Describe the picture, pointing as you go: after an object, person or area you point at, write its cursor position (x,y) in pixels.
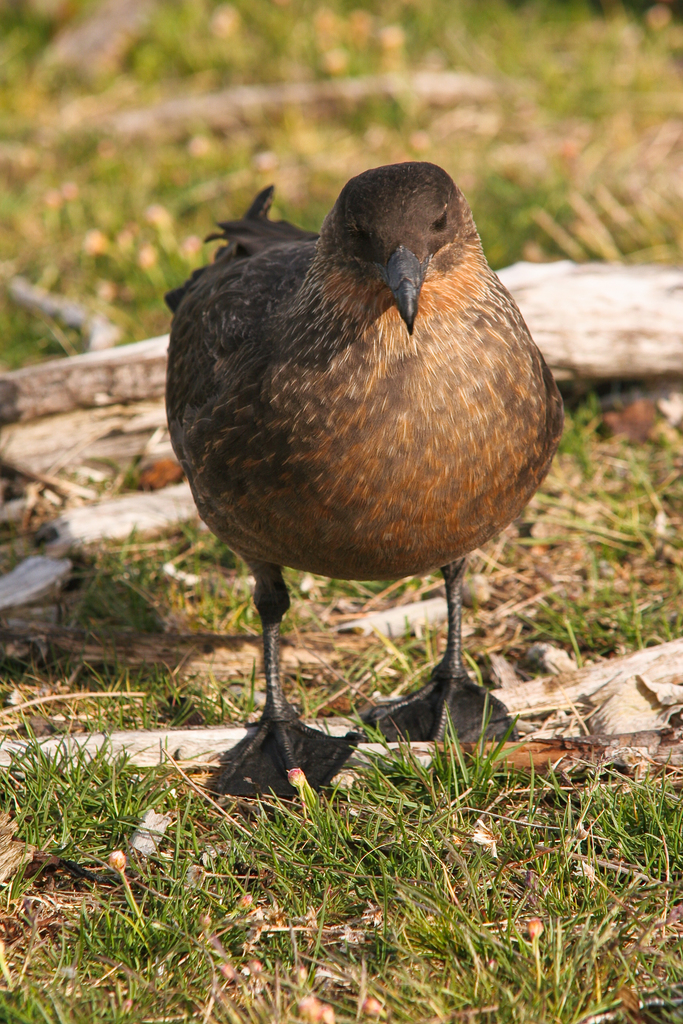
In the center of this picture (364,355) we can see a bird (351,492) and we can see the green grass (408,767) and some other objects (613,352) lying on the ground (516,564).
